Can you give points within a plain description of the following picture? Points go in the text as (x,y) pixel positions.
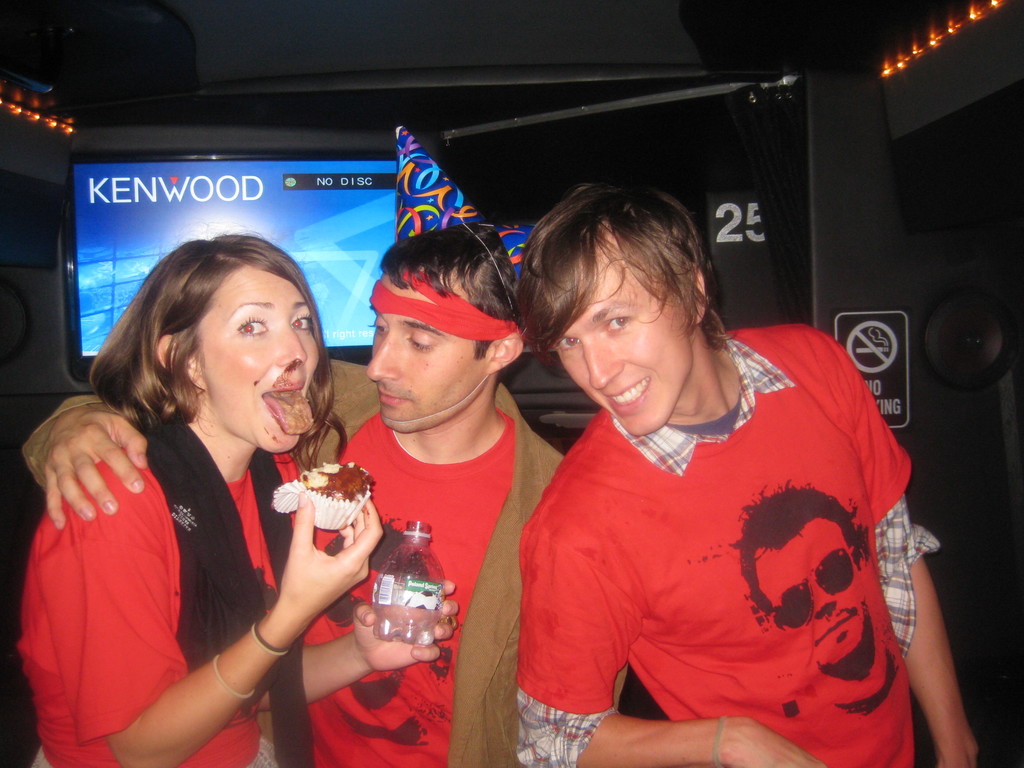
In the foreground (608,272), I can see three persons (60,586) are standing on the floor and one person (353,533) is holding some objects (313,489) in hand (324,581). In the background (1019,508), I can see a screen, lights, board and a wall (812,217). This picture might be taken in a hall (740,12).
